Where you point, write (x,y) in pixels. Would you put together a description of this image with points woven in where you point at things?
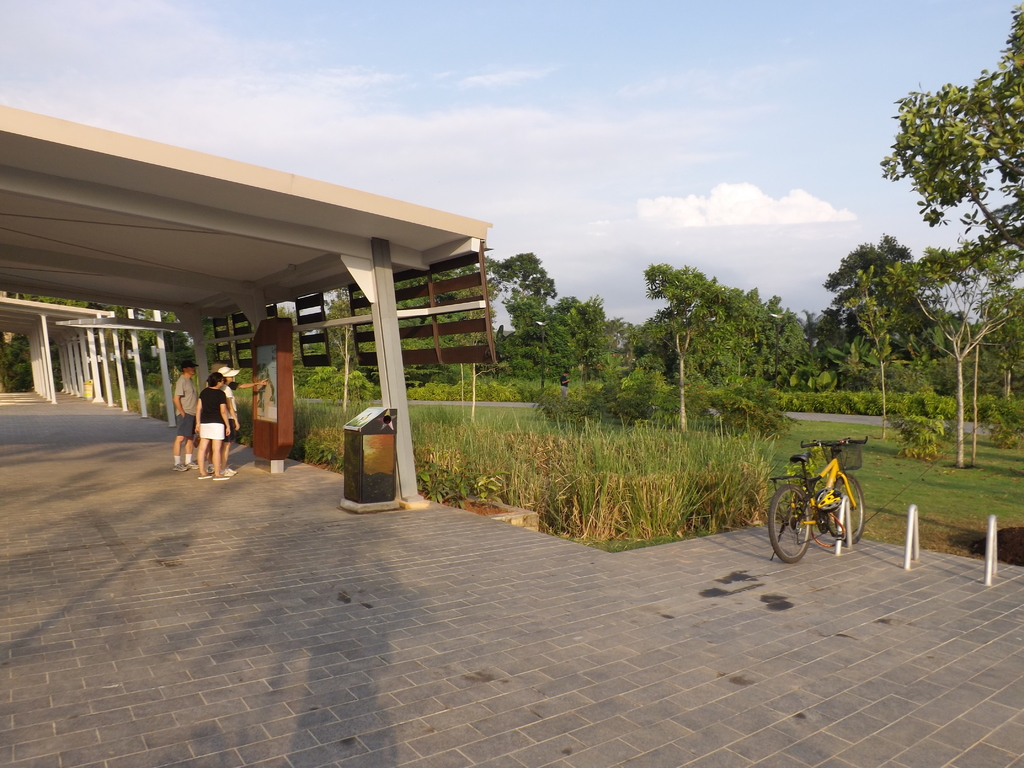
On the left side (222,299) there is a ceiling (315,264), beneath the ceiling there are a few people (214,413) standing. On the right side of the image (809,514) there are trees (984,389) and bicycle (786,511). In the background (564,271) there is a sky (692,130).
